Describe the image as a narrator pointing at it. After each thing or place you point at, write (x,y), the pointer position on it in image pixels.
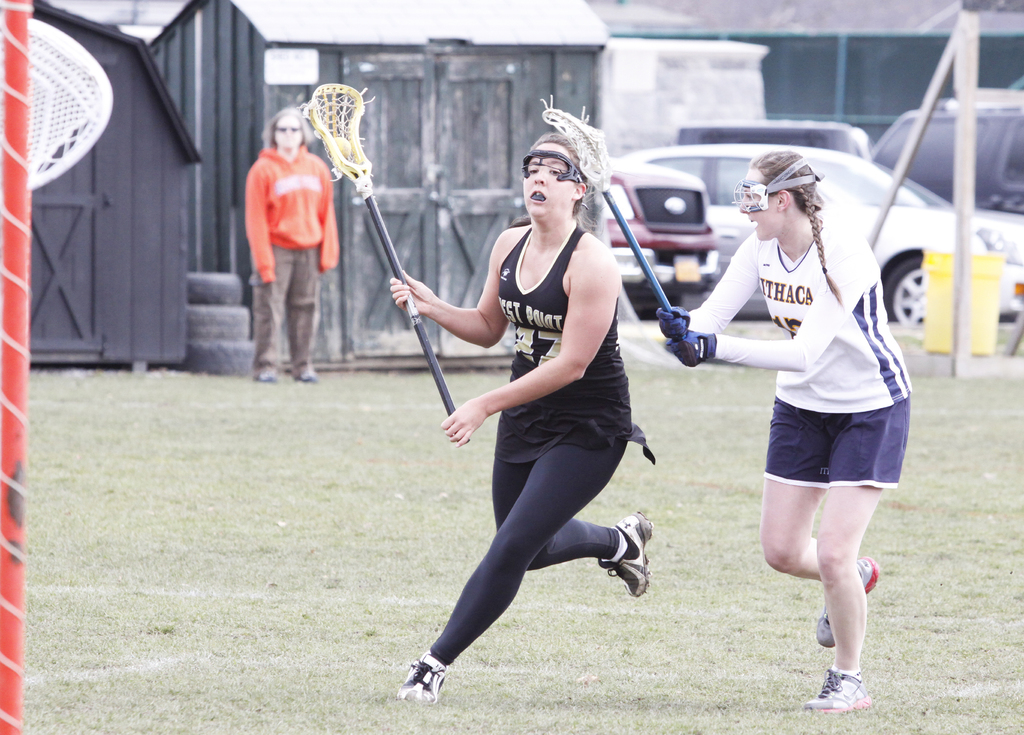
This picture shows two women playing lacrosse and a woman (274,167) standing at the back (300,145) and watching we can see cars (627,157) parked and a house (283,0).
